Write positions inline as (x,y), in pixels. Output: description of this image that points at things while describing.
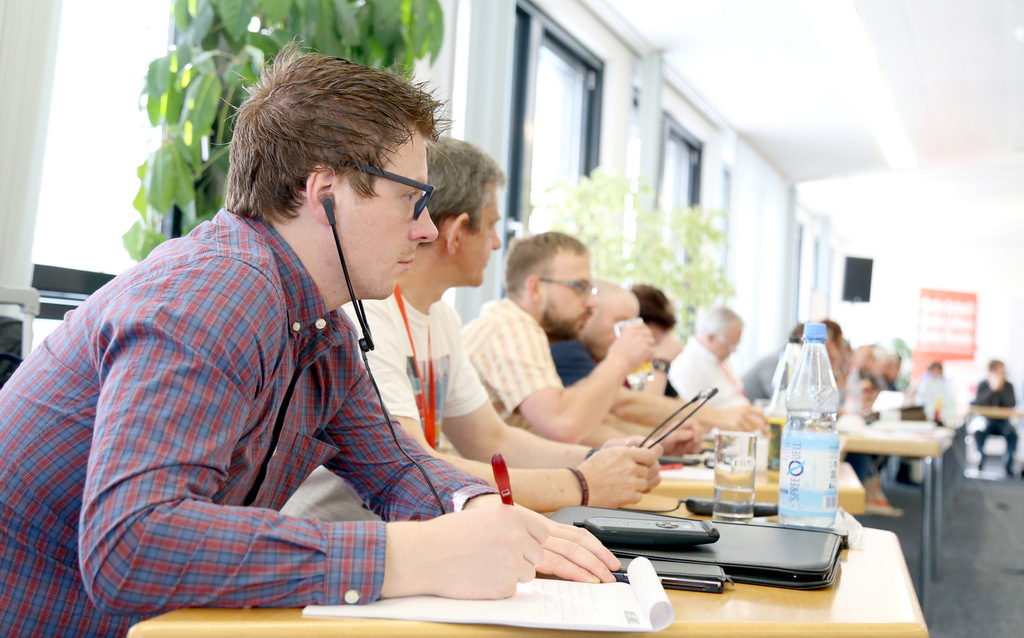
This image is taken indoors. In the background (739,208) there is a wall (756,199) with a few windows (574,157) and there is a board (934,314) with a text (952,323) on it. There are a few plants (252,6) with leaves (314,46) and stems (662,236). At the top of the image (848,78) there is a ceiling (884,105). In the middle of the image (500,391) many people (545,391) are sitting on the chairs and a few are holding a few objects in their hands (555,552). There are many tables (760,468) with many things (812,430) on them. On the right side of the image (948,556) there is a floor (972,554).
